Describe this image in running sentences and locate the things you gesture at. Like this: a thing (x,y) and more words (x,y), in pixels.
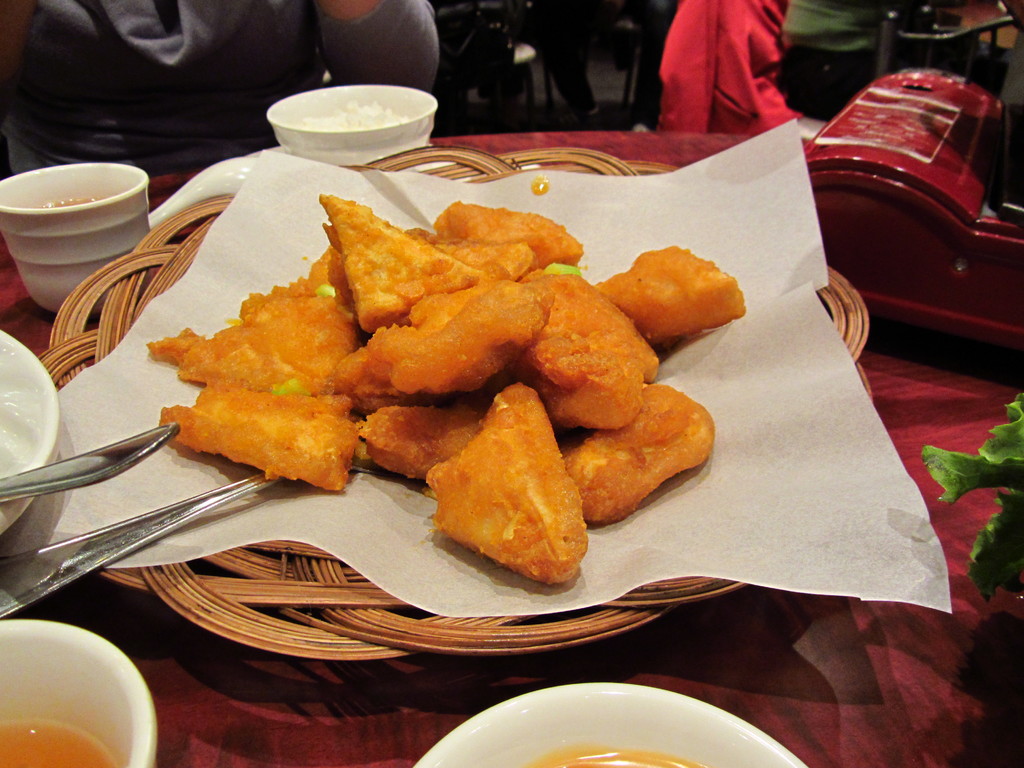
In this image there is a plate (306,635) having a paper (611,581). Some food (330,484) and a spoon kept on the paper (157,474). Left side (69,463) there is a bowl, having a spoon (86,475) in it. There are bowls (571,738) and an object (969,310) kept on the table (908,413). Left top there is a person (171,57). Right top there is a chair (967,57). Top of the image (743,49) few people (855,30) are sitting on the chairs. Right side (972,569) a leafy vegetable (989,567) is visible.
